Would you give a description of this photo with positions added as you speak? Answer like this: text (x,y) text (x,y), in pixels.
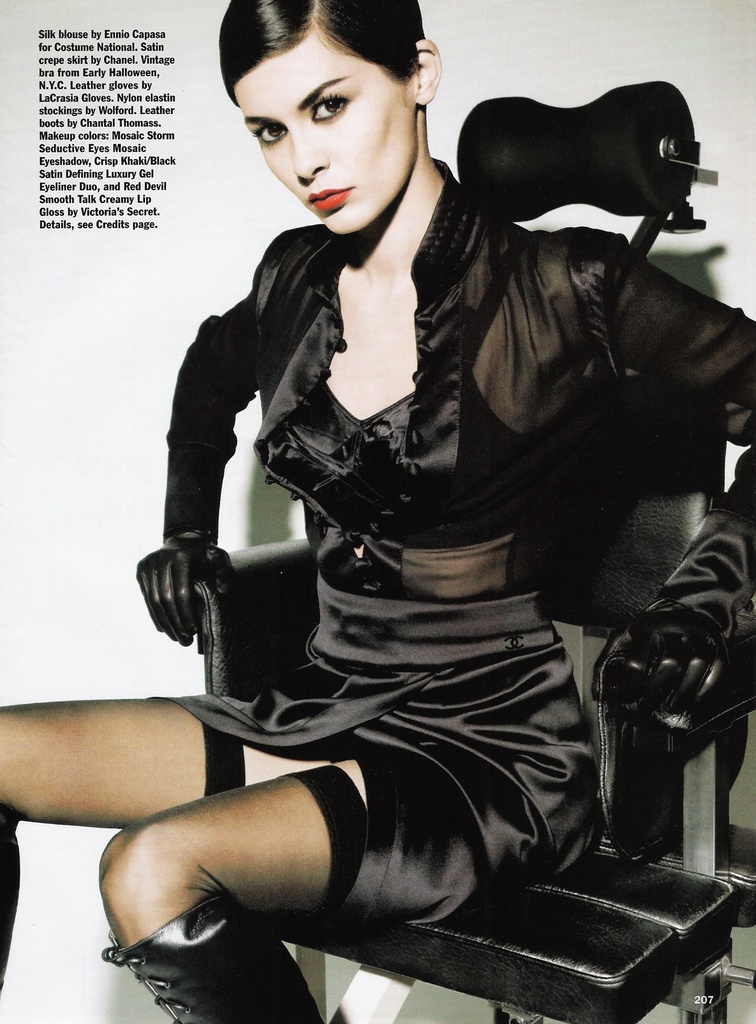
This person (532,248) sitting on the chair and wear black color dress (338,733).
